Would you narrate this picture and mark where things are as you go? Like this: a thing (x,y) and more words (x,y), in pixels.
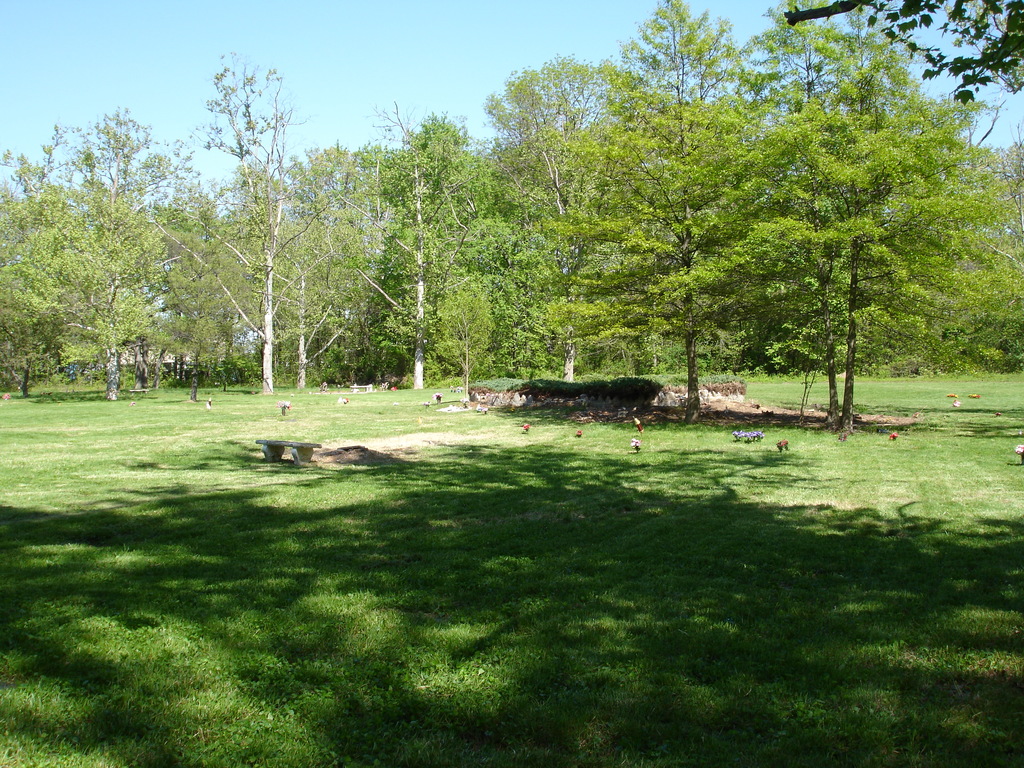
In this picture I can see the grass (222,479) in front (816,641) and in the center of this picture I can see a bench (305,457). In the background (253,258) I can see number of trees (765,152) and the sky (321,46).
